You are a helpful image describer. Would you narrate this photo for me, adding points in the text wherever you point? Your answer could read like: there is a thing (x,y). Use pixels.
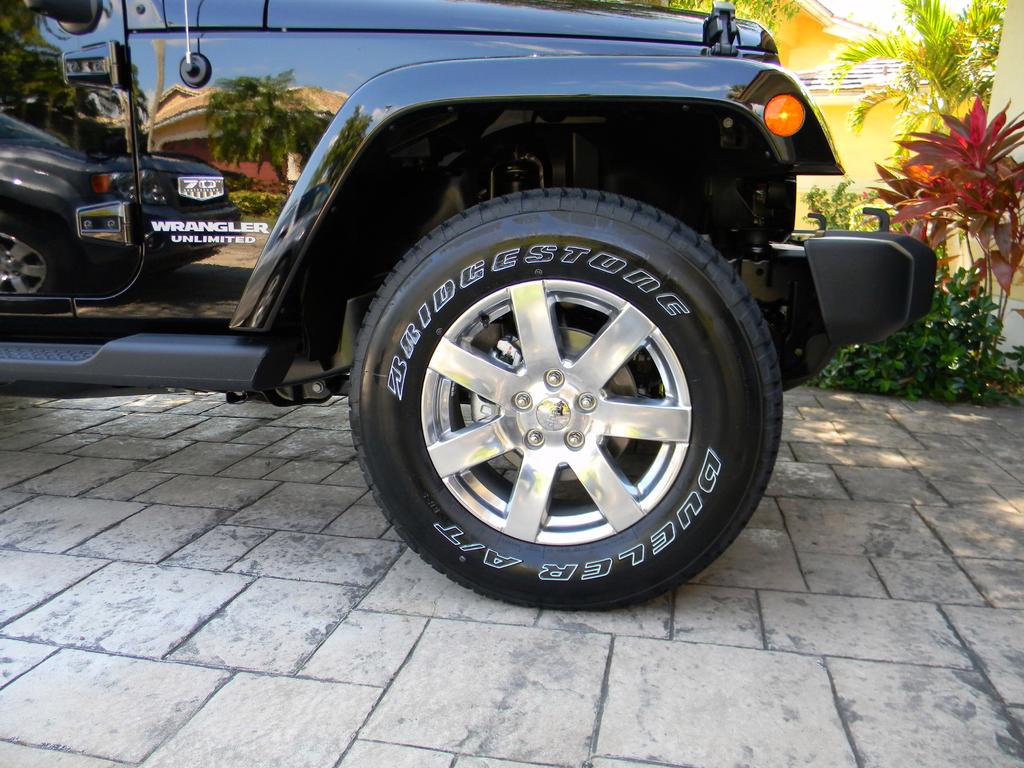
In this image there is a front tire (471,273) of a vehicle (473,204) on the surface (84,712), behind the vehicle (759,191) there are trees (929,132) and a building (845,82).
